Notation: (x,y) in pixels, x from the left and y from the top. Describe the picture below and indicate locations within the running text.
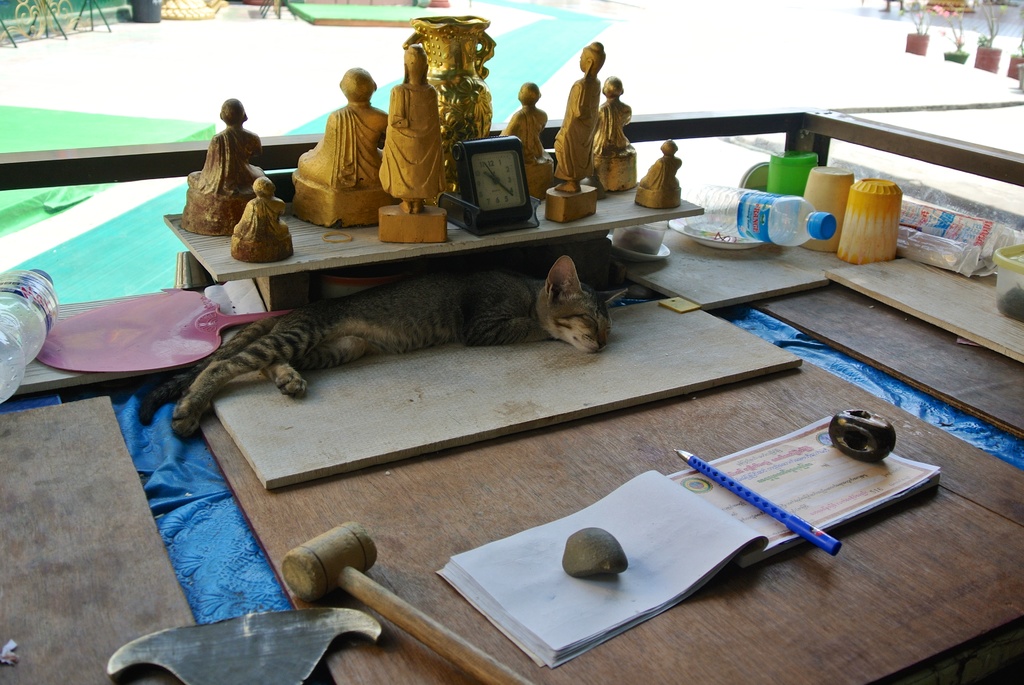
In the image we can see a cat (451,318) lying. We can even see there are sculptures (436,158) and the clock (454,209). Here we can see the bottles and wooden sheets (294,482). We can even see the book (707,516) and on the book (687,477) there is a pen (691,462), we can even see glasses (854,194), plant pots (960,53) and other objects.
